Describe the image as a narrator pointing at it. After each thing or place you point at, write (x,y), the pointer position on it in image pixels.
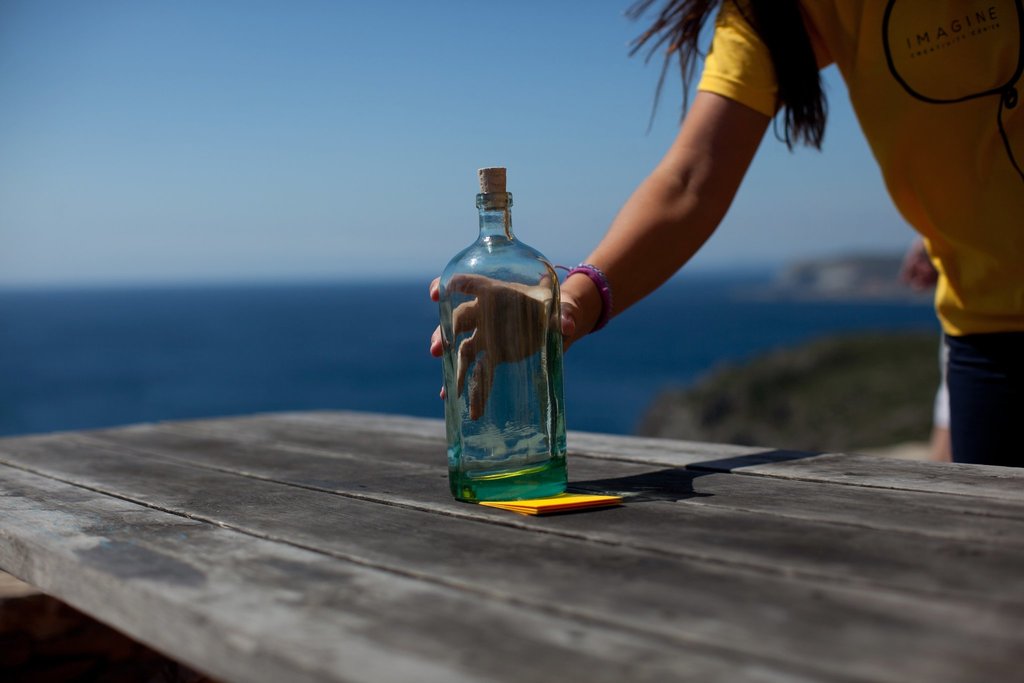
This picture shows a person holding a glass bottle (497,435) which is on the table (429,470).
